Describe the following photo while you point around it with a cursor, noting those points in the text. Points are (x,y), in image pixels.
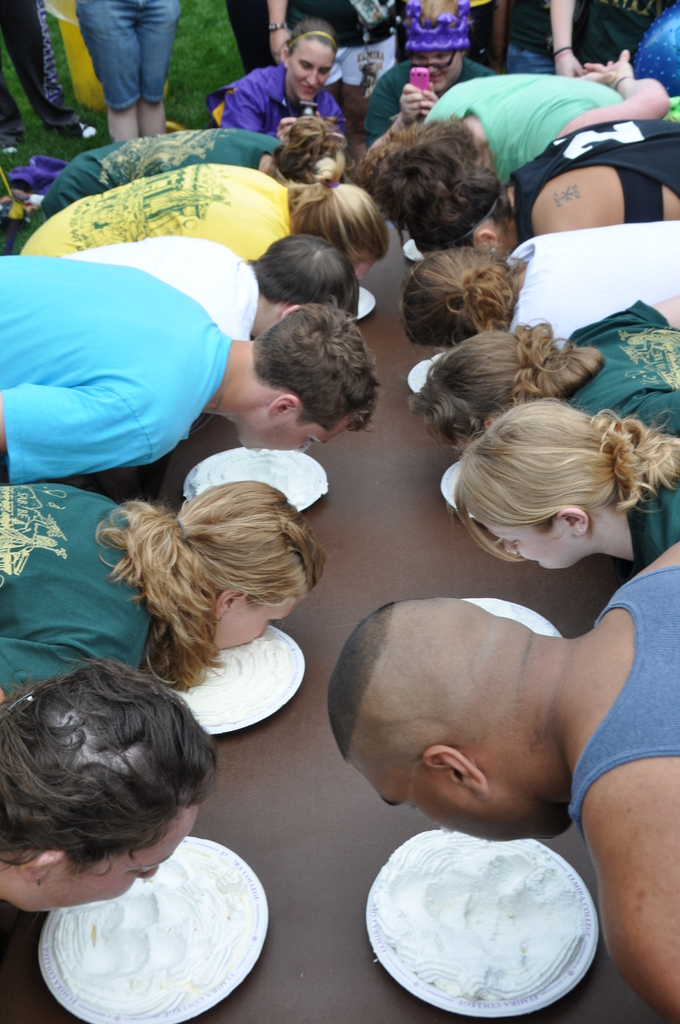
In the picture we can see a table (323,844) on it, we can see some plates (126,1018) with a cream (544,917) and people (329,350) are looking deeply into that and in the background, we can see a person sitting and holding a mobile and capturing them and behind him we can see some people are standing.
